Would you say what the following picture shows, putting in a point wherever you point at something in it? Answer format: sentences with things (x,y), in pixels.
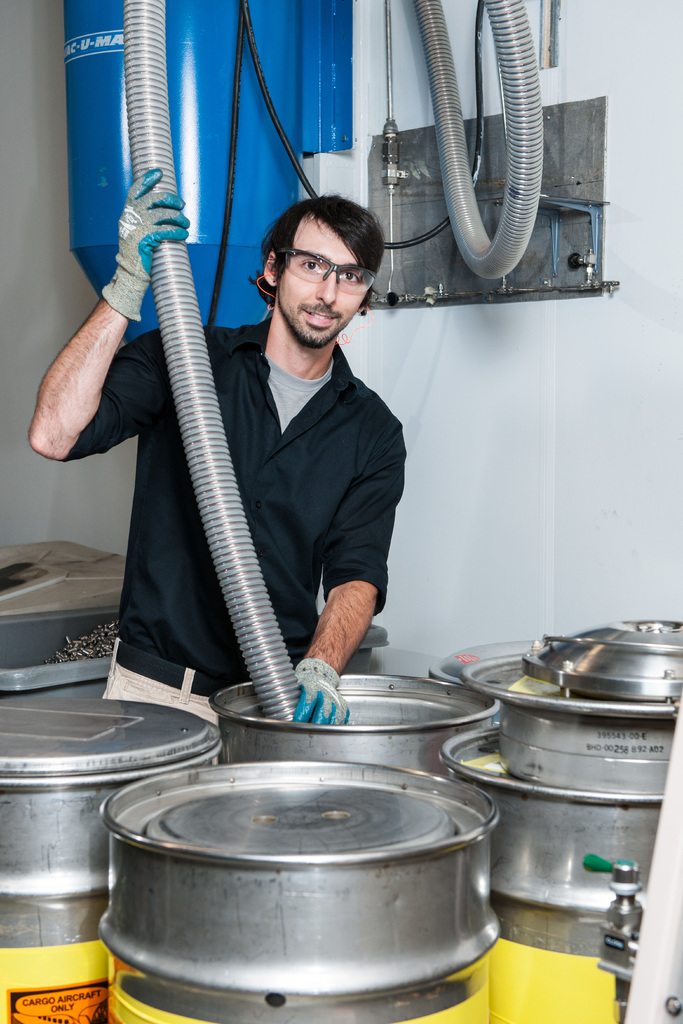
In this picture there is a boy (208,666) on the left side of the image (178,441), by holding a pipe (177,263) in his hands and there are steel containers (299,820) in front of him.
